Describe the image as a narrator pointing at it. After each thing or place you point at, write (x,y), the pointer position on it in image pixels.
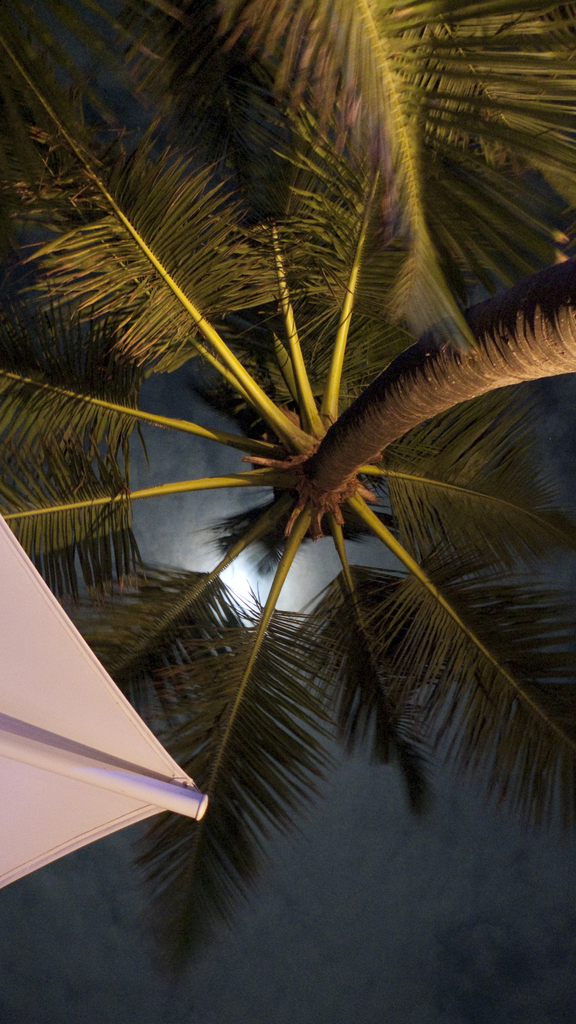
This is an image clicked in the dark. Here I can see a tree (235,635). On the left side (34,730) there is a white color object (25,658) and a pole (98,771).
